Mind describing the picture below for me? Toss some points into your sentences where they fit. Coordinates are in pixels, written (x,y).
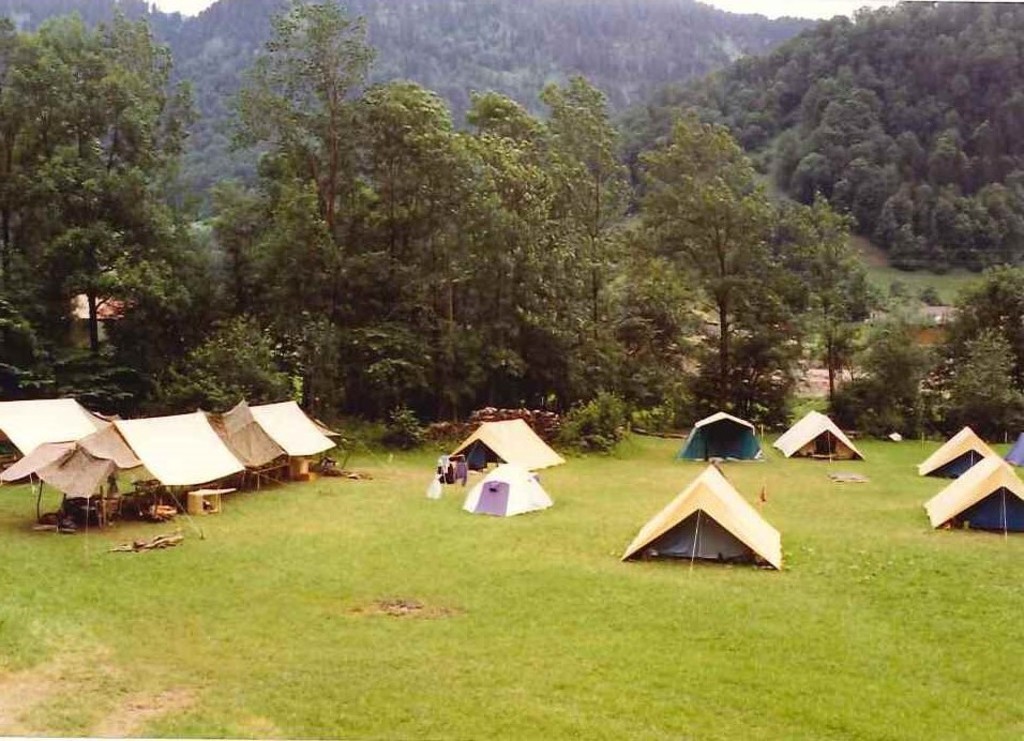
In the image there are few tents (504,460) on the grass surface (347,461) and behind the tents (172,420) there are many trees (601,252) and in the background (494,35) there is a mountain (773,57).
